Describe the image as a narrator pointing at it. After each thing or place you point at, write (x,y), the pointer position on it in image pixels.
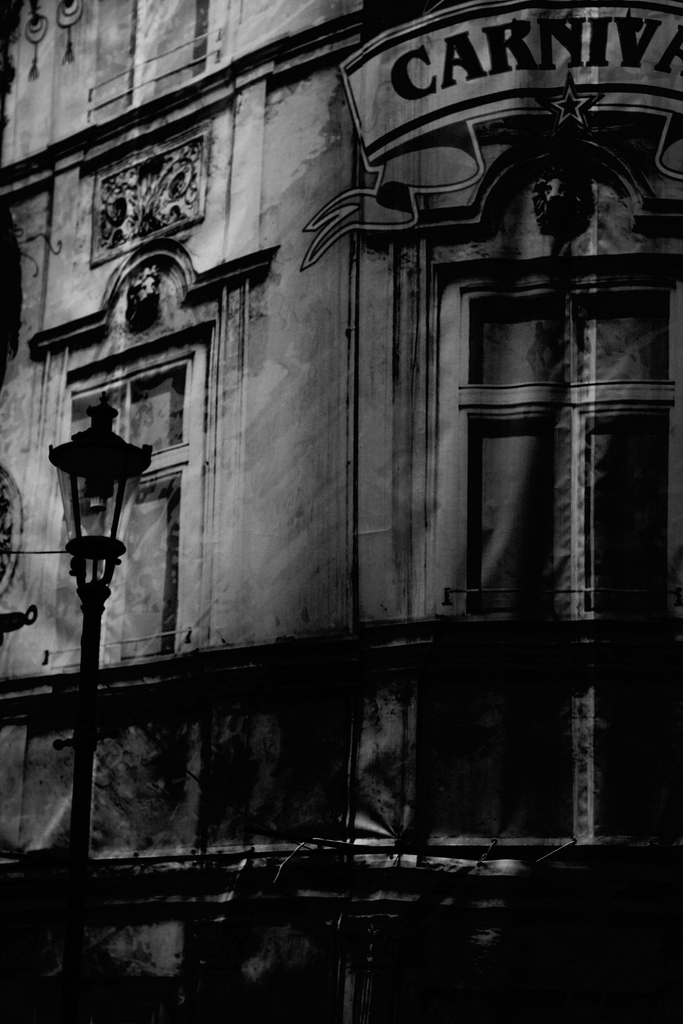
In this image I can see a building (465,618). I can see a light pole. Background (495,365) I can see windows (537,368) and the image is in black and white.
